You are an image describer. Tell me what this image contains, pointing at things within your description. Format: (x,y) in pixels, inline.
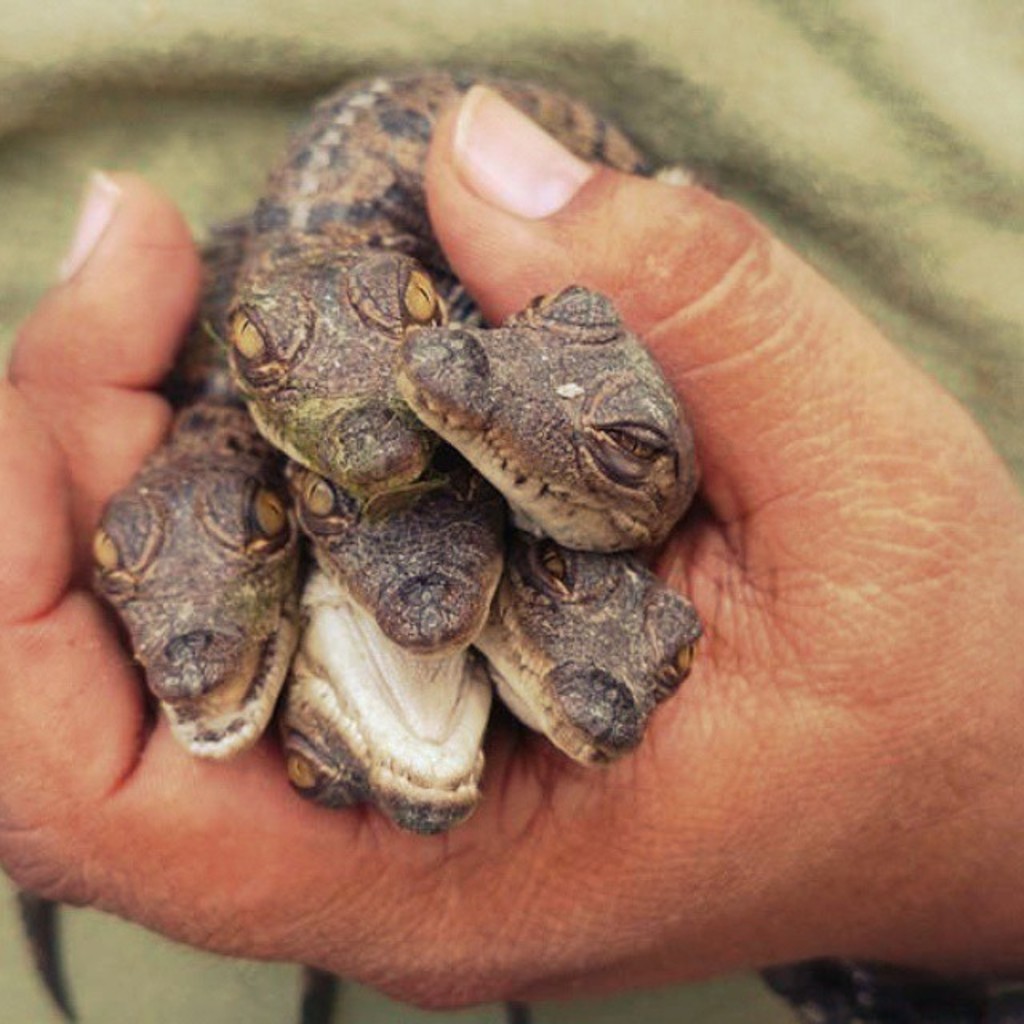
In this picture, it seems to be there are small crocodiles (388,478) in the center of the image (466,556) in a hand (325,926).
